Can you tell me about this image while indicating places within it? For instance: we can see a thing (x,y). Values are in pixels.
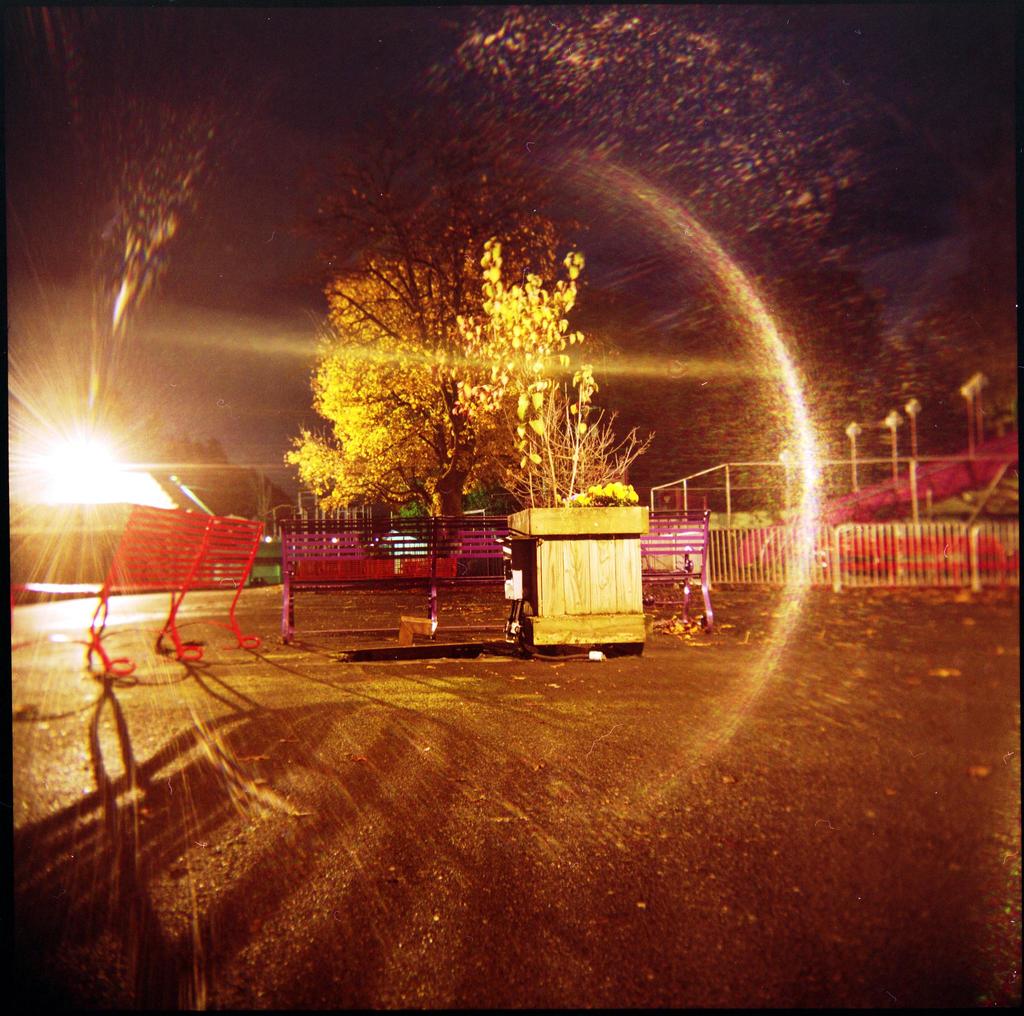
In this image I see the ground (92,615) on which there are benches (176,536) over here and I see the fencing (968,531) over here. In the background (696,478) I see number of trees (1006,335) and I see the poles (975,382) over here and I see that it is a bit dark and I see the light (113,452) over here.
